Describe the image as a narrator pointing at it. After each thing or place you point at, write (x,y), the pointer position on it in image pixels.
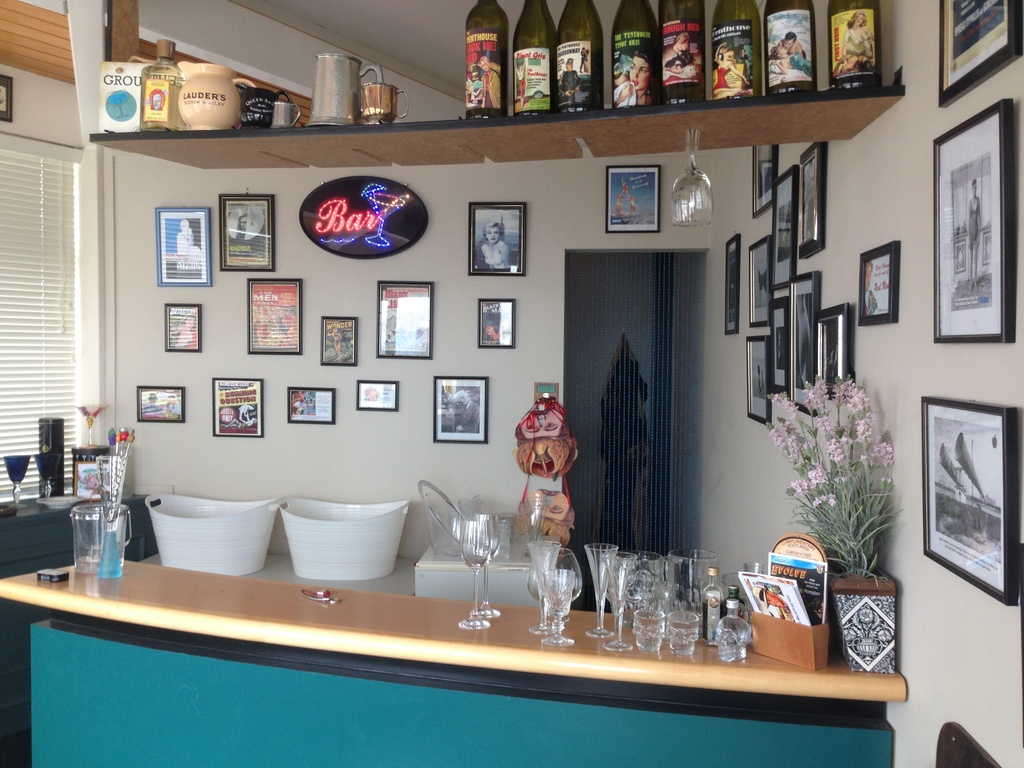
In this image, in the front (729,629) there are glasses (597,612), bottles (740,615), papers (802,588) and there is a flower vase (857,525). In the background (280,342) there are frames (385,313) on the wall (480,199) and on the top (506,93) there are bottles (519,100) and on the left side (19,445) there is a window (22,353). In front of the window (32,442) there are glasses (49,475) and there is an object (55,450) which is black in colour and there are objects (300,521) which are white in colour.
